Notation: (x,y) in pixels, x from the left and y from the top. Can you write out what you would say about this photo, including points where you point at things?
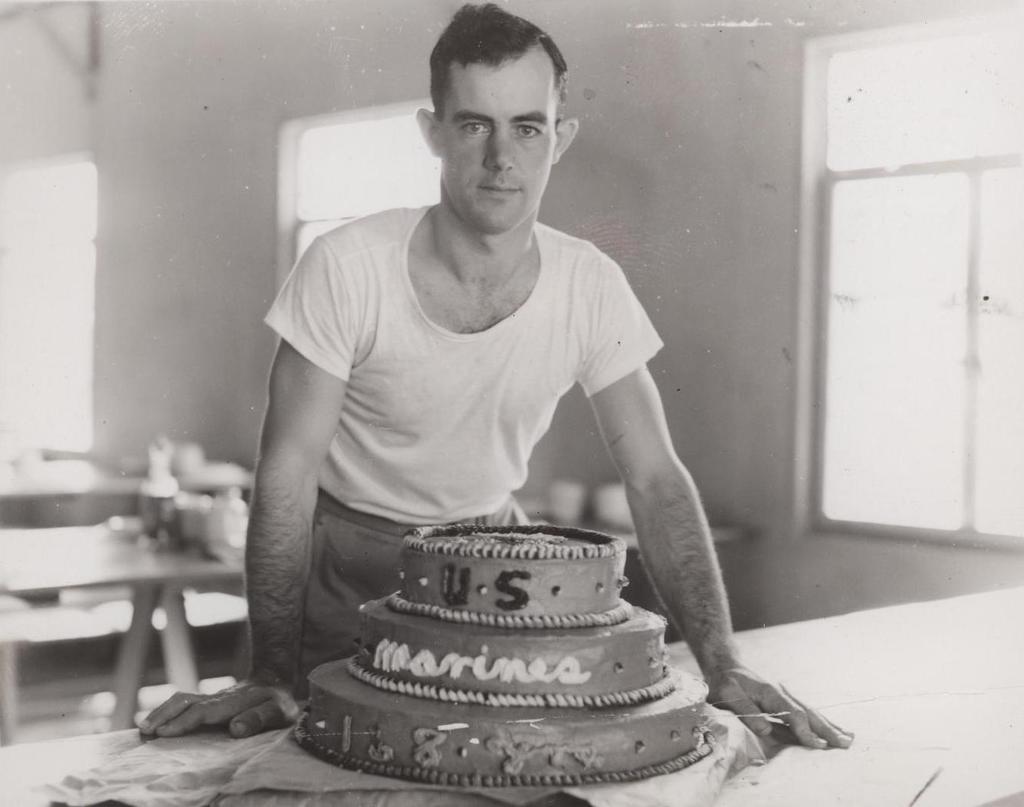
There is a man (365,395) standing in front of a cake (482,704) which was placed on the table (867,637). In the background (190,571), there are some tables (56,568), windows (342,181) and a wall (206,201) here.
